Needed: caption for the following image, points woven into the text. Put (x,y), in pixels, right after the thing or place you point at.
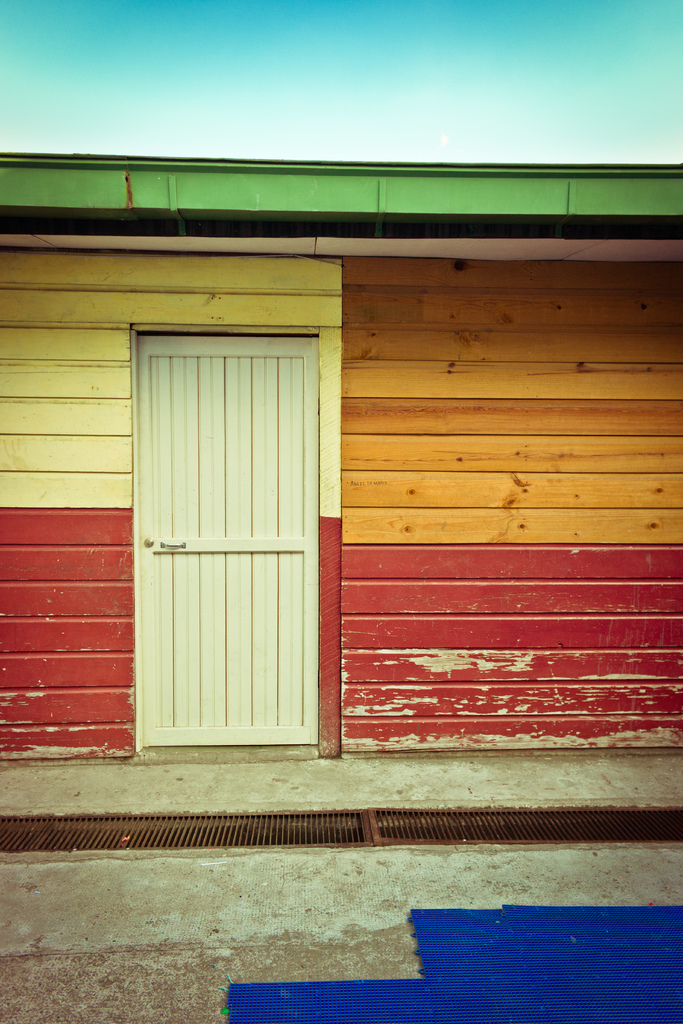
This picture is clicked outside. In the foreground (502,963) there are some blue color objects (601,962) placed on the ground (190,929) and we can see the metal rods (295,827) and a door (275,381) of a shed (402,352). In the background (272,96) we can see the sky (343,82).
